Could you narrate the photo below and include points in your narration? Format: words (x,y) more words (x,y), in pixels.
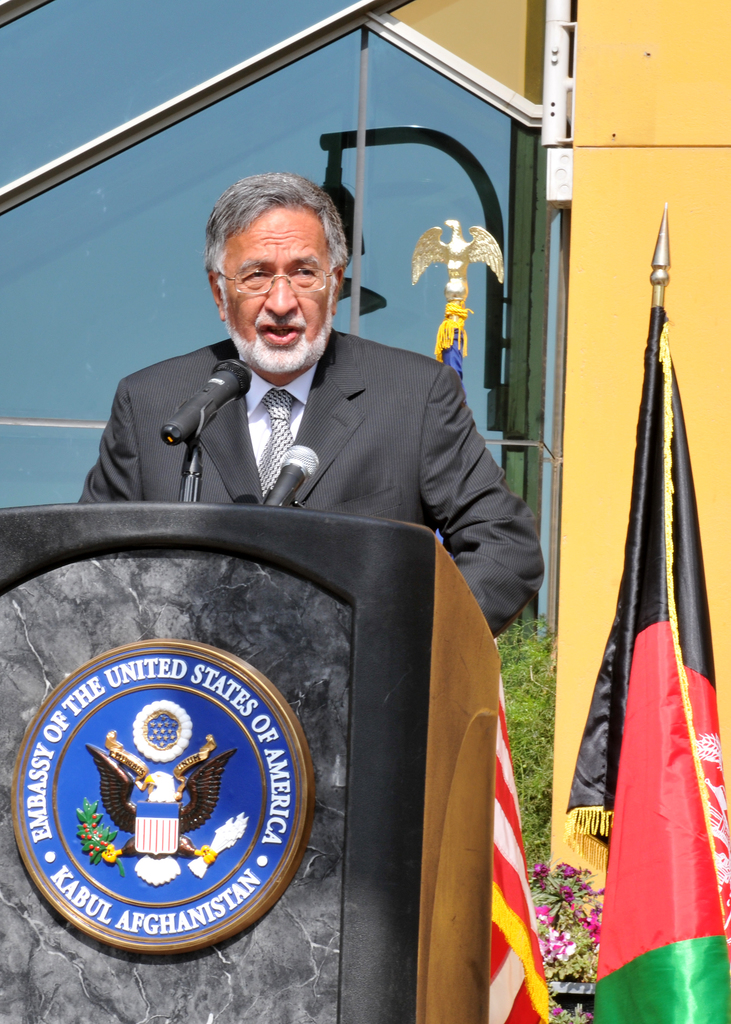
In this picture we can see a person (379,447), standing and talking in front of mike (195,423), side we can see flag (655,800).
